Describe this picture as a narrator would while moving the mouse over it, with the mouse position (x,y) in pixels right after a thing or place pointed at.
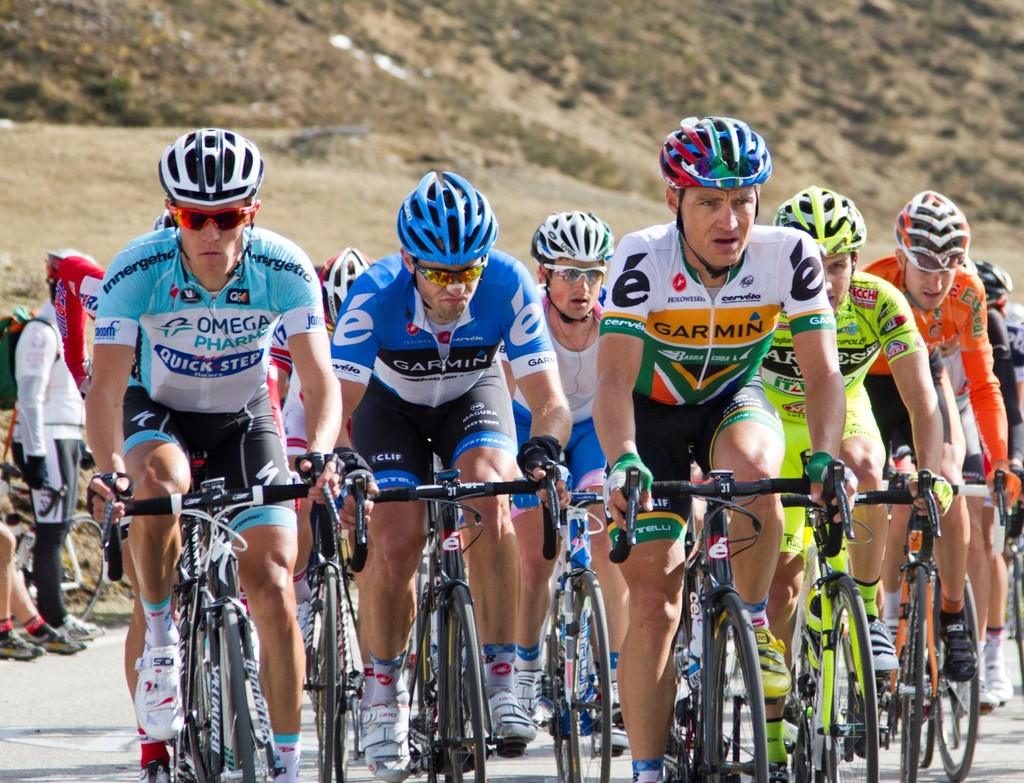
In this picture there is a group of men (332,311) wearing t-shirt (182,364) and helmets (181,179), doing a cycling on the street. Behind there is a mountain (381,130).
